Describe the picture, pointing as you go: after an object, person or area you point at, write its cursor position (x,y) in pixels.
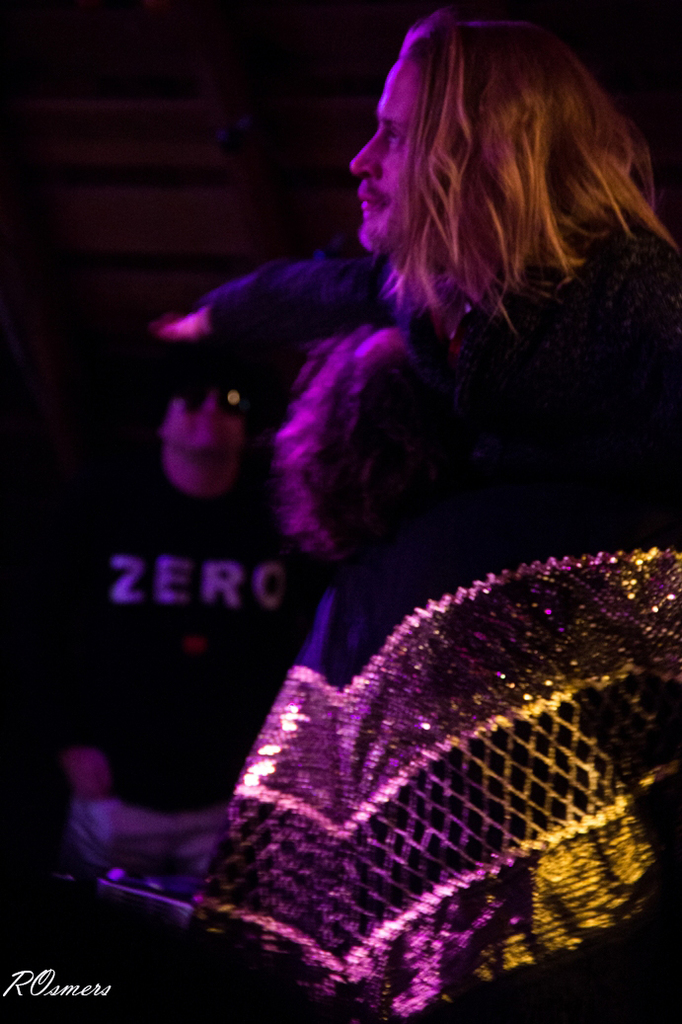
A person (432,295) is standing wearing a black dress (514,525).
